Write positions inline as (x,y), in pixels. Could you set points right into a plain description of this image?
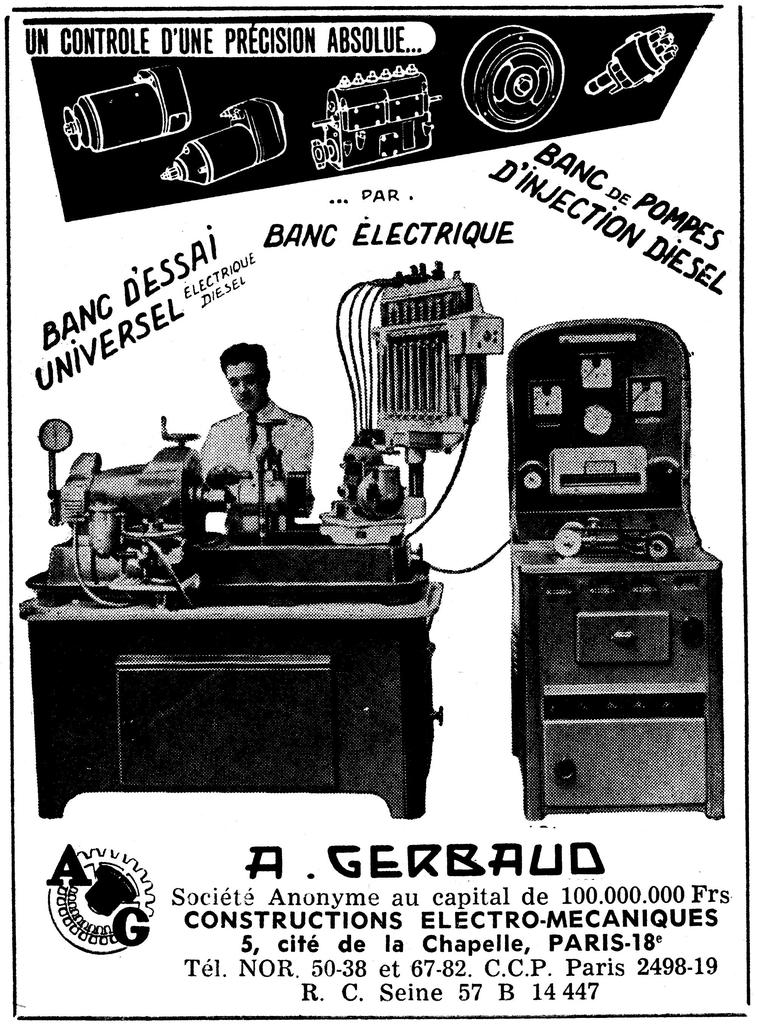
In the image we can see there is a poster (423,398) on which there is a machine (246,502) and there is a person (280,444) standing near the machine (299,561). There are machine equipments (517,671) on the poster (492,861) and the matter (505,943) is written on the poster (386,173). The image is in black and white colour.
